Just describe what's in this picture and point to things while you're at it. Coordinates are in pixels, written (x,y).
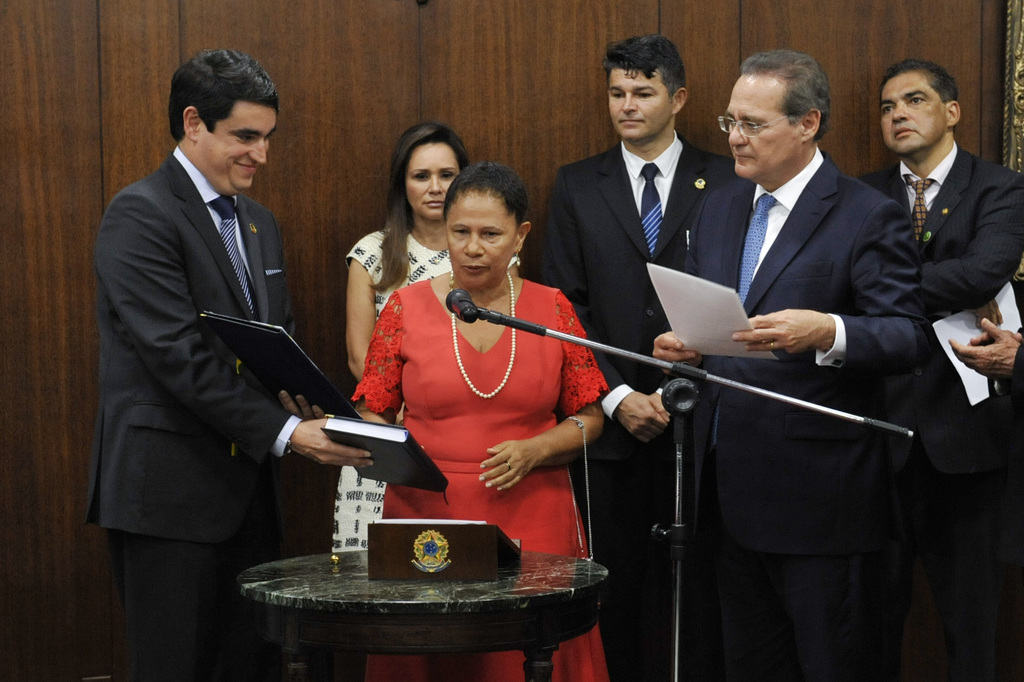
In the foreground of this image (518,571), there is a table (456,613) and a book stand (454,553) like an object (428,556) on it. There is a woman (467,403) standing behind it is talking into the mic (465,317) which is attached to the stand (690,400). There is a man (219,368) wearing suit (201,464) standing beside her holding books (343,420) and having smile (240,166) on his face (245,170). In the background (997,250), there are persons (626,244) standing and holding papers (1016,313) and a wooden wall (479,66).
